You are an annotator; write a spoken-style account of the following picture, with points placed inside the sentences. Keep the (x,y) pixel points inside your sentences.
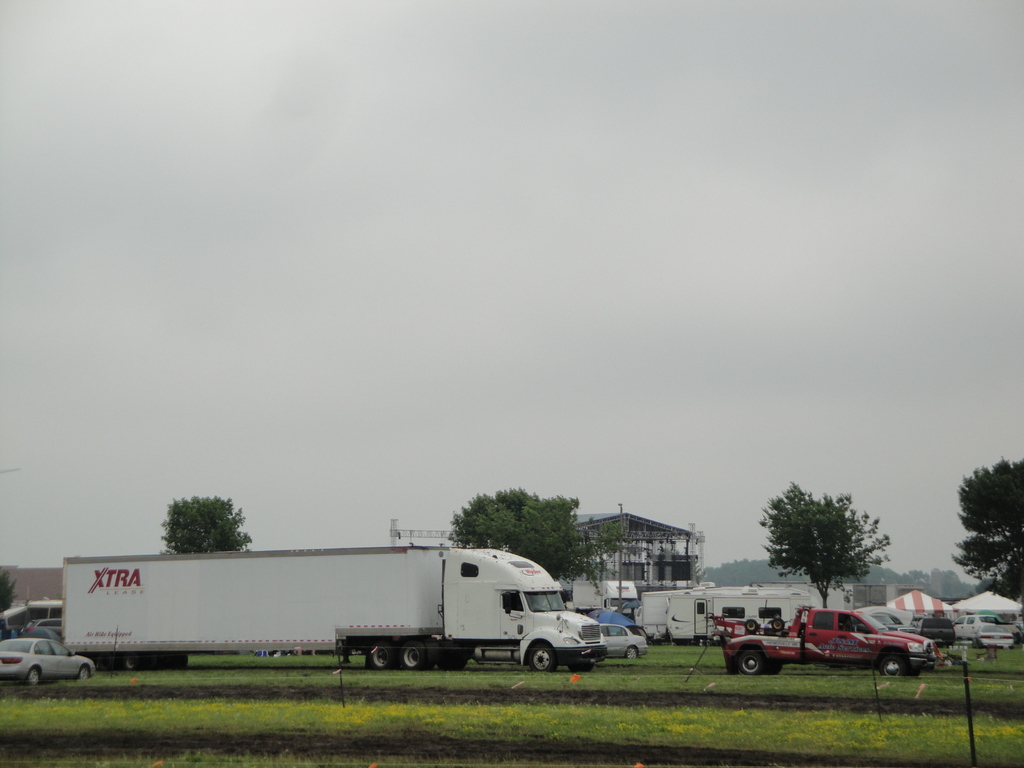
In this image there is a land (516,721) on that land (135,698) there are vehicles (387,616), in the background (203,542) there are trees (203,542), shed (641,541) and the sky (606,472).
